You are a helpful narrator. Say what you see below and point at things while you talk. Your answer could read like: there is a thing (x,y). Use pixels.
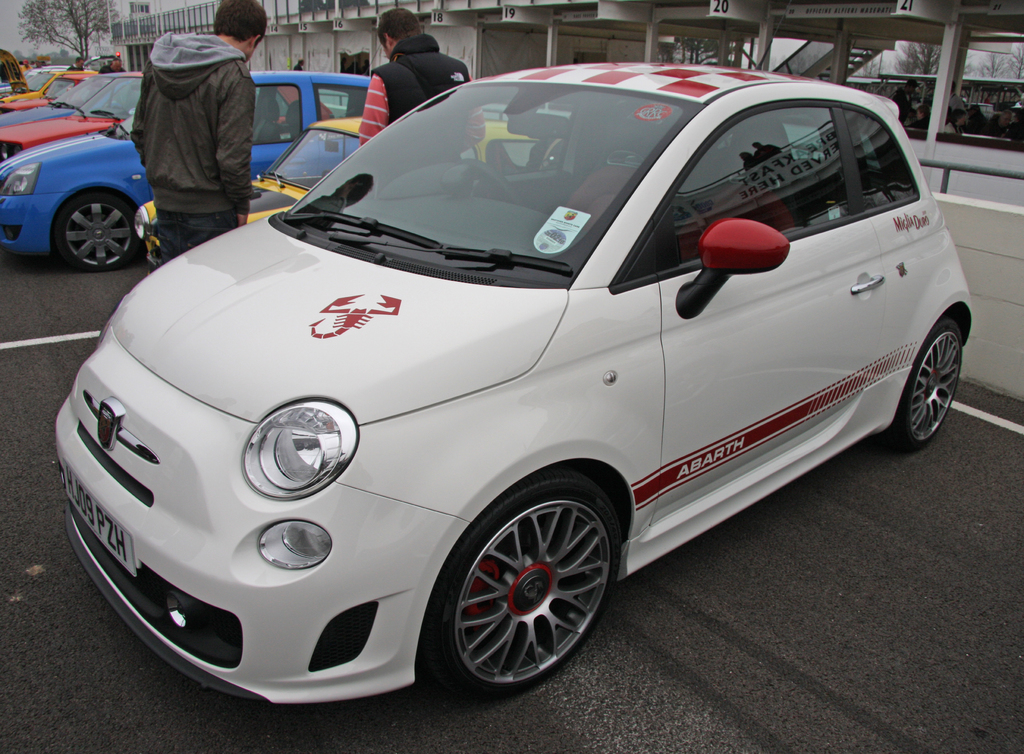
In front of the picture, we see a white car (467,364). At the bottom (750,652), we see the road (687,625). Beside the car (506,127), we see two men (186,222) are standing. In front of them, we see the cars (61,92) parked on the road (840,619). Behind the car (281,213), we see a white wall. Behind that, we see the railing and a buildings (366,29) in white color. There are trees (70,31) in the background (87,36).
